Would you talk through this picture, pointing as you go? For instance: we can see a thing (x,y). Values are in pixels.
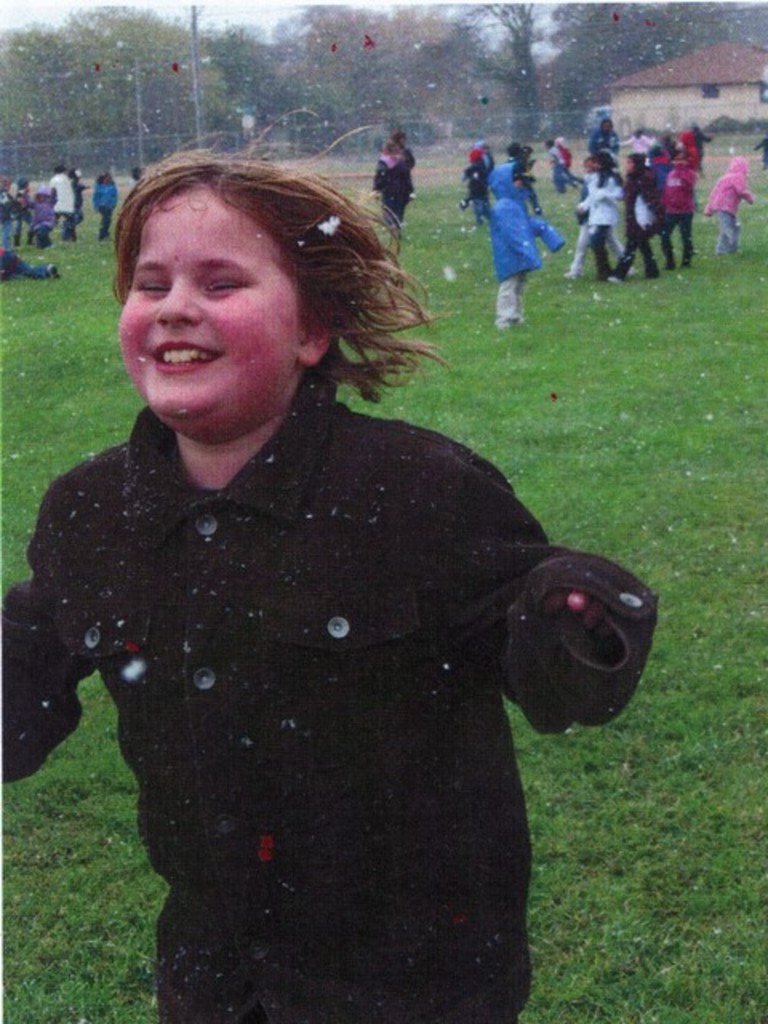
There is one person (311,656) standing and wearing a black color dress (281,674) in the middle of this image (296,603). There are some other persons (54,185) standing on a grassy land (460,355) in the background (495,244). There is a fencing (113,160) beside to this persons (649,140). There are some trees (208,91) at the top of this image (565,65) and there is a house (692,97) at the top right side of this image (680,80).
